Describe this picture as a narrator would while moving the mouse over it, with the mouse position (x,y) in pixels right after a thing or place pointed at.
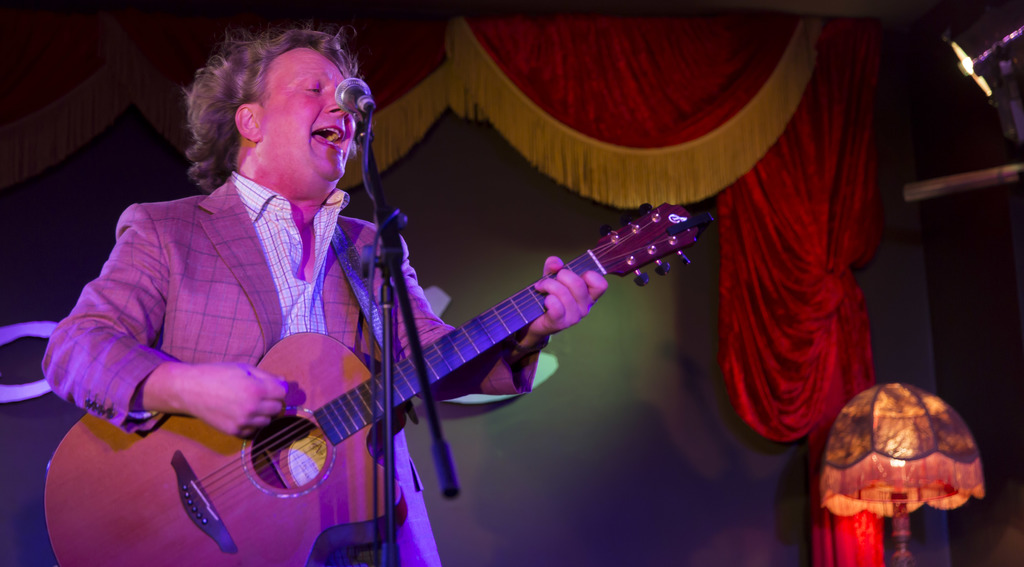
In this image there is a man (278,305) singing and playing guitar (294,413). In front of him there is a microphone (360,97). To the below right corner (874,454) there is a lamp (895,462). In the background (476,203) there is wall (481,213) and curtains (560,86).
